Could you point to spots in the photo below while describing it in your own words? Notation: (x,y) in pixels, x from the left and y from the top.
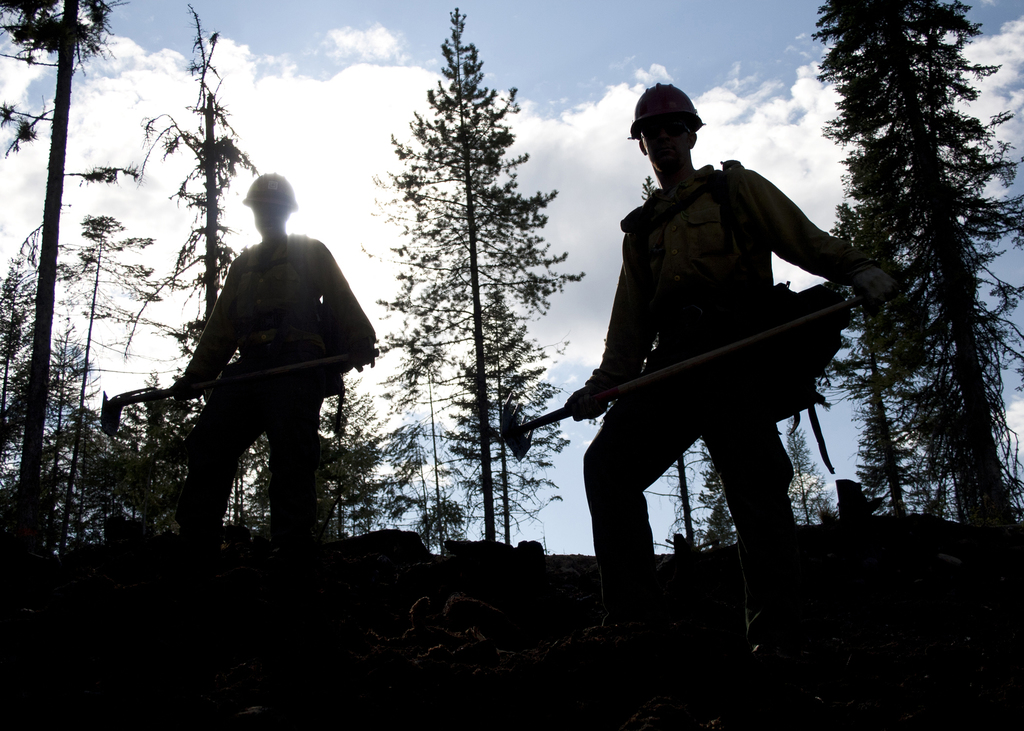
In this image there are two persons (630,259) standing and holding a kind of tools (154,388), and in the background (149,413) there are trees (149,413), sky (556,56).
